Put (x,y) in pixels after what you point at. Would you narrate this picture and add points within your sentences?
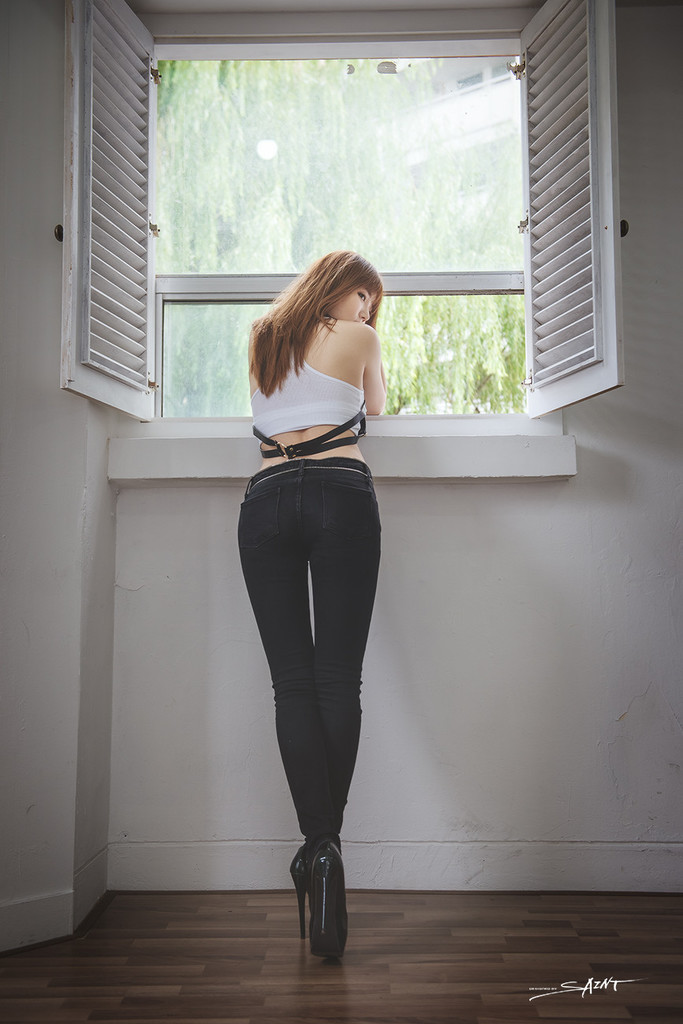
Here we can see a woman (298,552) standing on the floor (384,944) at the window (243,277). We can see window doors (101,251), wall (28,244) and through the window glass (326,202) we can see trees (354,150) and building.
